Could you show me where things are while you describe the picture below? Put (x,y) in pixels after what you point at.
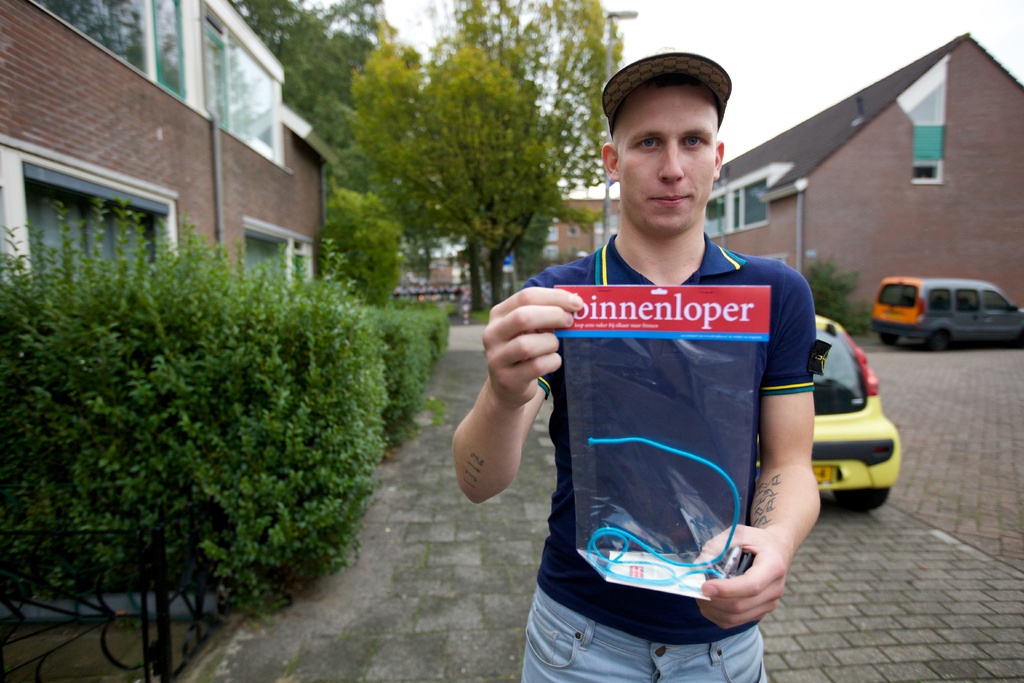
In this image I can see in the middle (623,441) a man (785,430) is holding a polythene cover (732,479), he is wearing a t-shirt (751,479) and a cap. On the left side (306,390) there are bushes (338,394) and there is a building (238,202). On the right side (978,321) there are vehicles (854,353), in the background (509,248) there are trees (420,147). At the top (739,42) there is the sky (739,42).
